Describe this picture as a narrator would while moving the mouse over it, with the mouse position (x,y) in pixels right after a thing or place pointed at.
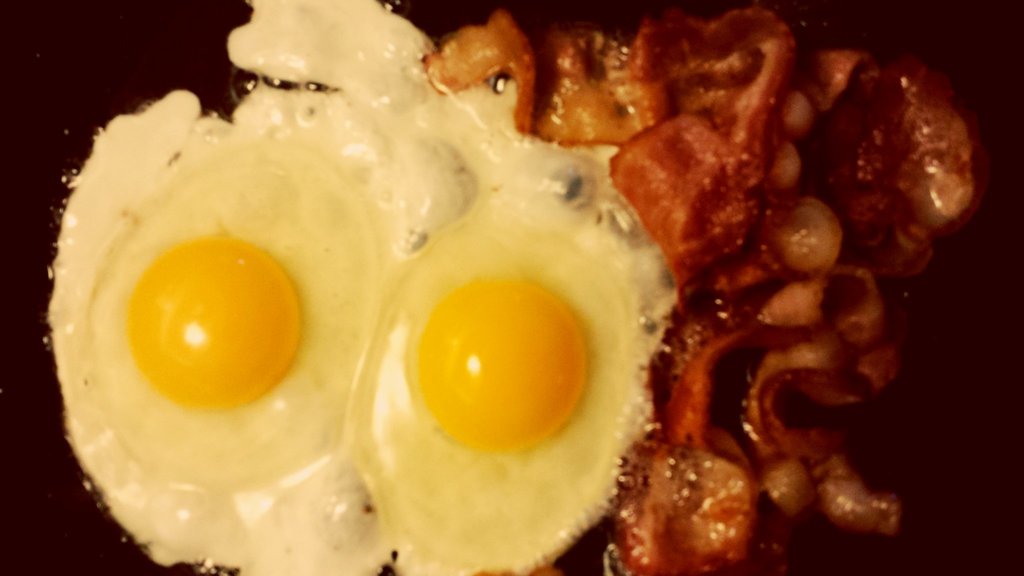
In this picture I can see egg (494,337) and meat (732,241).
